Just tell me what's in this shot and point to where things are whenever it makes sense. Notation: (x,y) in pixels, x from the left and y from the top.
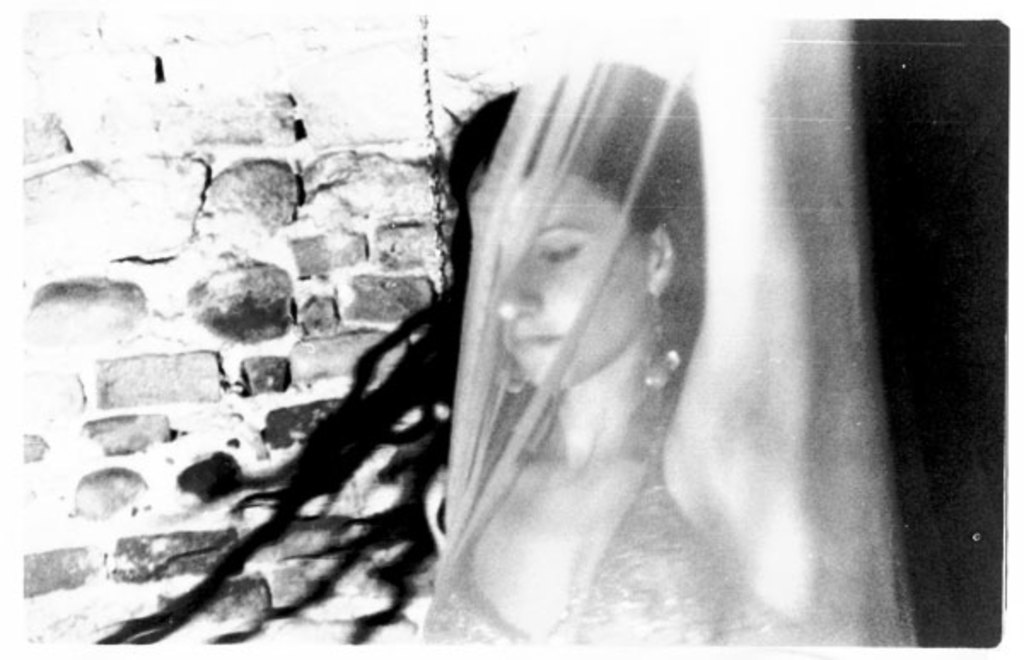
This is the black and white image where we can see a woman (513,374) behind the cover (787,362). In the background (84,495), we can see the stone wall (91,436) and this part of the image is dark.
